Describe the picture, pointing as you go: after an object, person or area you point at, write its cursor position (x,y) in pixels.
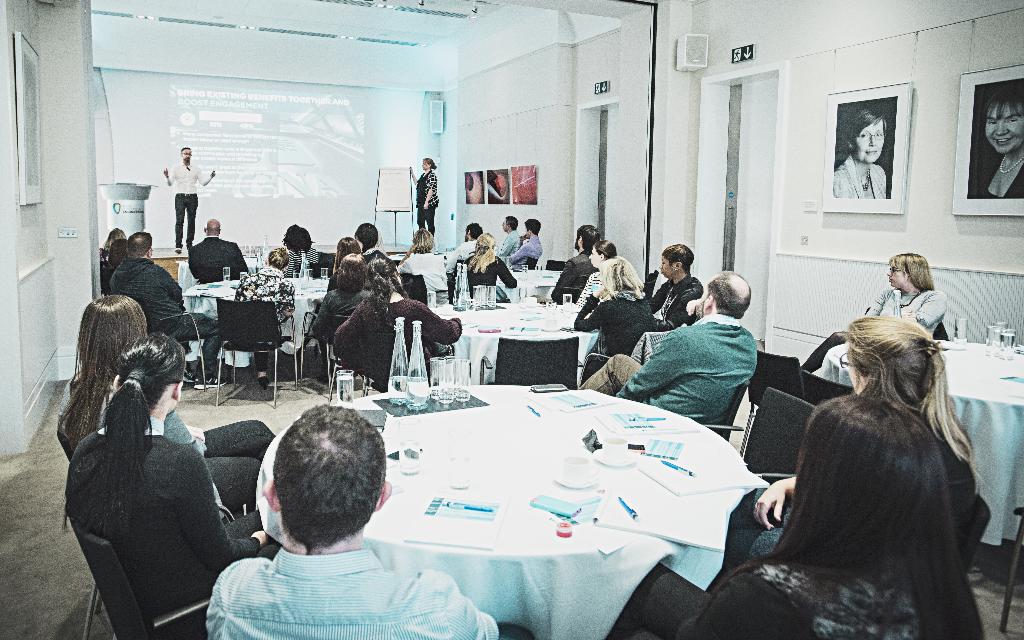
There are group of people (178,437) sitting on the chair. On the stage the man (183,193) standing on the left side (184,206). On the right side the woman (424,205) standing. On the back side (285,138) the screen (285,138) is displayed on the wall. The frames (872,138) are attached on the wall (936,129). There is a table (529,491) on the table (499,418) there are glass (456,377), bottles (417,367), book (465,521) and a pen (468,508).
